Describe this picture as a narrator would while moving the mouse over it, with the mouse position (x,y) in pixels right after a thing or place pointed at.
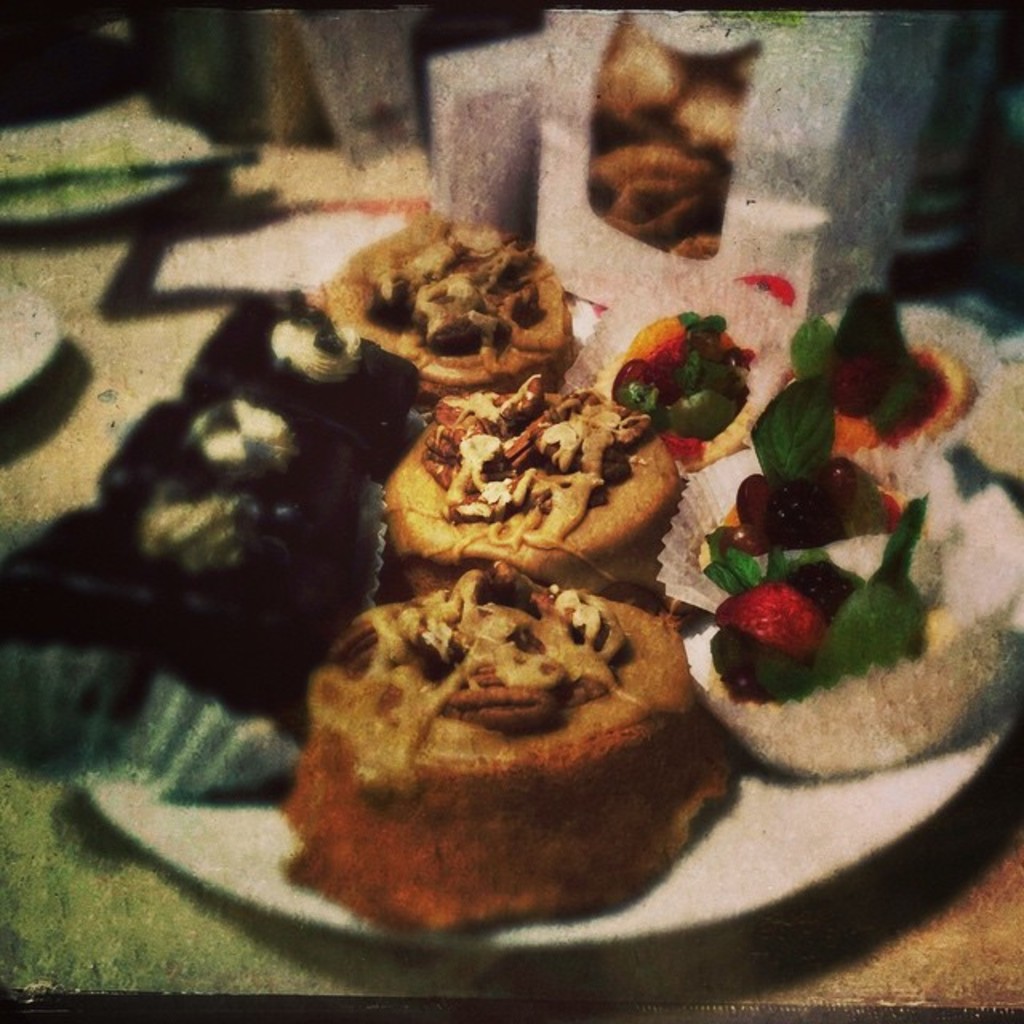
In this image I can see food items (454,334) in a plate (745,880) and glasses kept on the table (964,817). This image is taken may be in a room (260,490).
